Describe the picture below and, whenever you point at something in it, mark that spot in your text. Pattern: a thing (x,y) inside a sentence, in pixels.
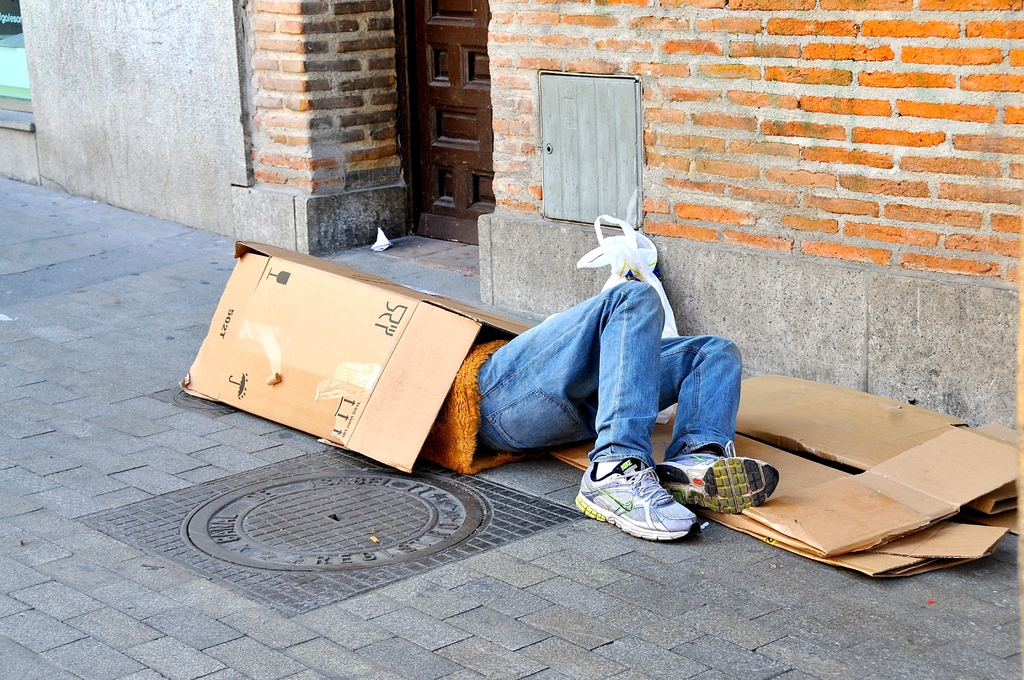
In this image I can see a person (481,438) wearing orange dress (461,435), blue jeans (536,403) and shoe (613,509) is laying on the floor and I can see cardboard box (382,360) on him. In the background (916,64) I can see the building (764,151) which is made of bricks (738,68) and the door (431,67) which is brown in color.
